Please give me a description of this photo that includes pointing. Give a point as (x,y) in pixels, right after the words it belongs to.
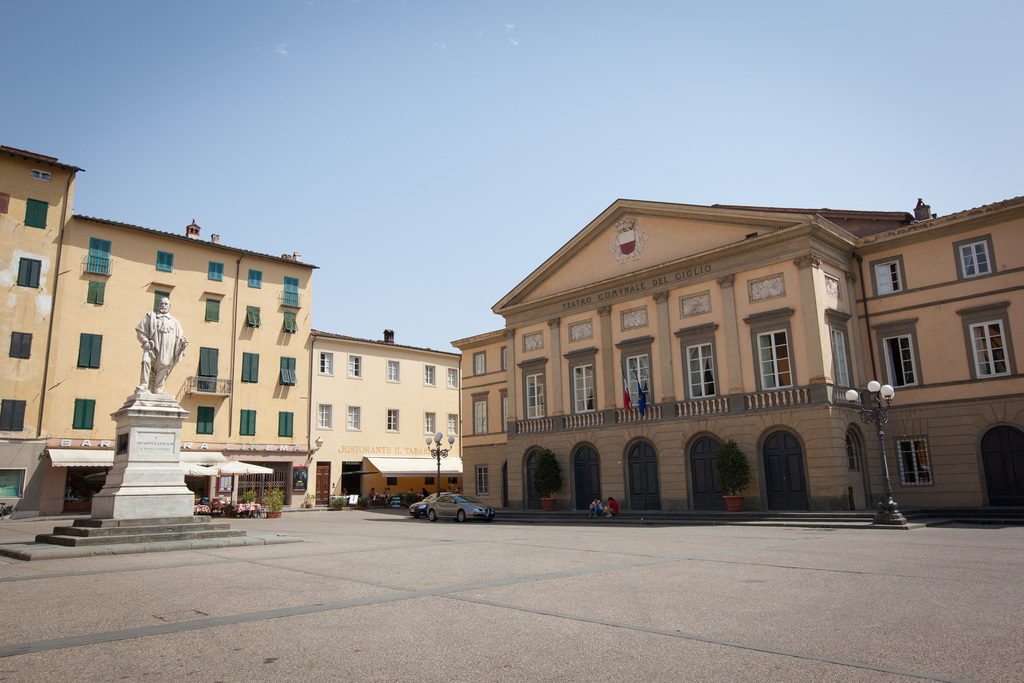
In this image there is the sky (574,101) towards the top of the image (562,96), there are buildings (426,388), there are windows (320,362), there are doors (630,450), there are poles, there are lights (875,392), there are persons (609,509) sitting on the ground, there are cars (467,511), there are flower pots (740,502), there are plants (273,503), there is a sculpture (150,342), there is ground (348,613) towards the bottom of the image (489,613), there is text (281,451) on the building (283,450).
